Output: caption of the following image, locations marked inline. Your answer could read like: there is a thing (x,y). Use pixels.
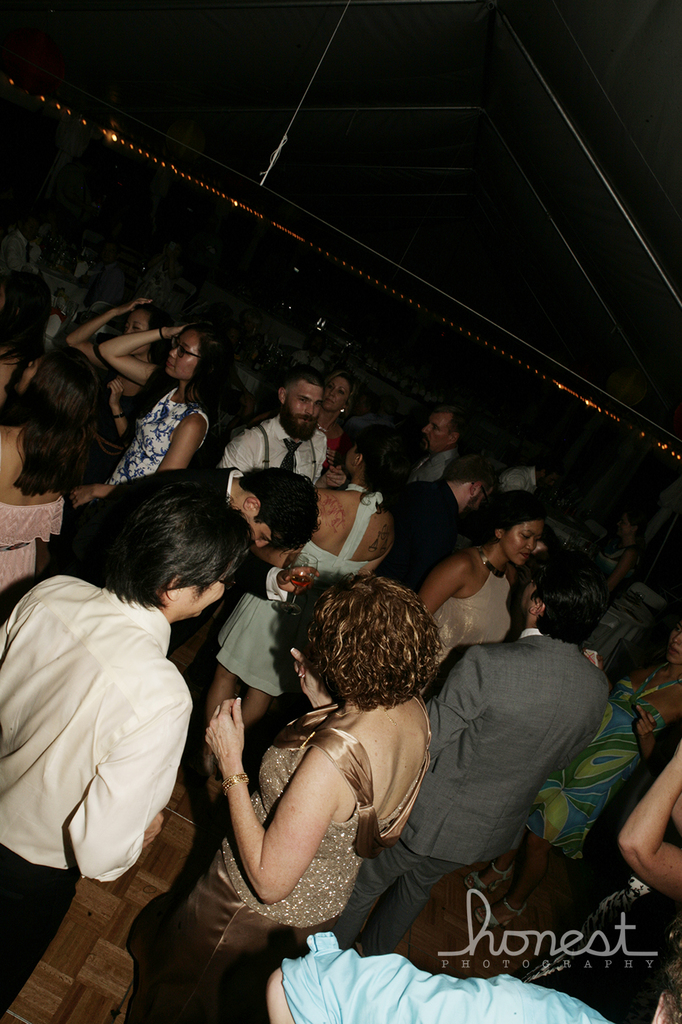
In this image we can see a group of people (369,808) standing on the floor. At the top of the image (335,4) we can see some metal poles (335,4) and some lights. In the bottom right corner of the image (537,959) we can see some text (472,936).
